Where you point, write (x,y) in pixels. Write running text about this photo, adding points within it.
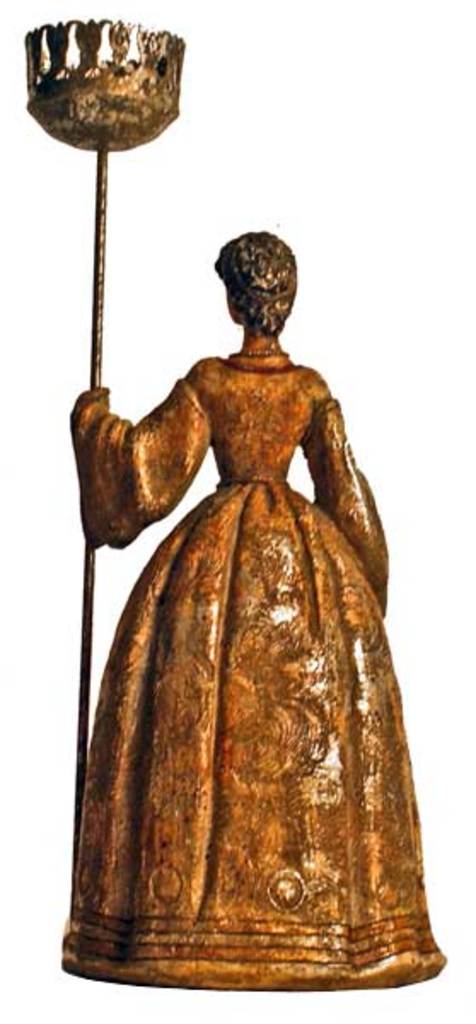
There is a metal doll (263,520). The background (433,28) is white.
